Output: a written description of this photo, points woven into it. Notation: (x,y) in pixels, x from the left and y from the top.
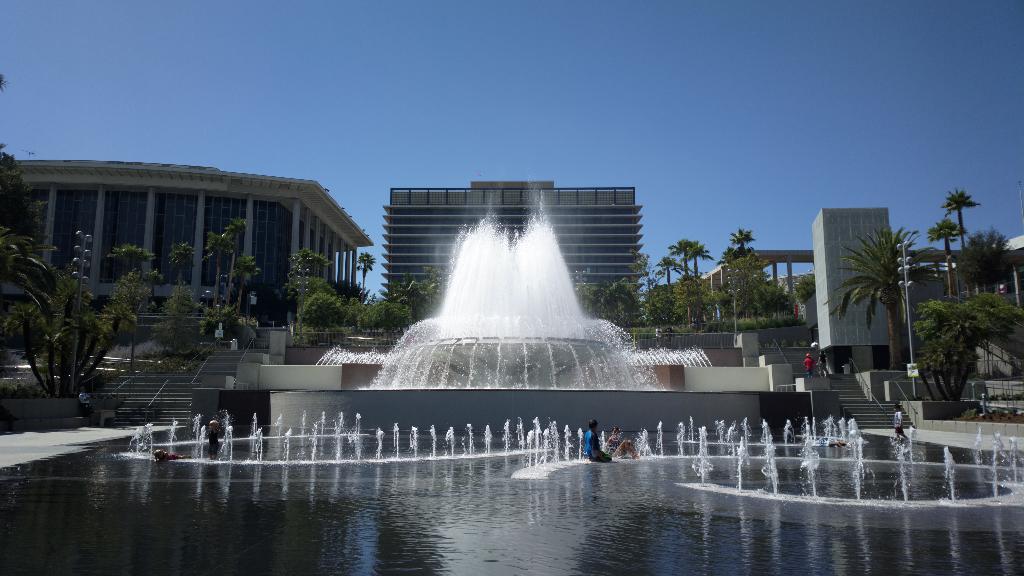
In this image we can see a few people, there are steps (881,425), handrails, light poles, trees (951,305), buildings (321,219), there are water fountains (486,374), also we can see the sky (510,90).
